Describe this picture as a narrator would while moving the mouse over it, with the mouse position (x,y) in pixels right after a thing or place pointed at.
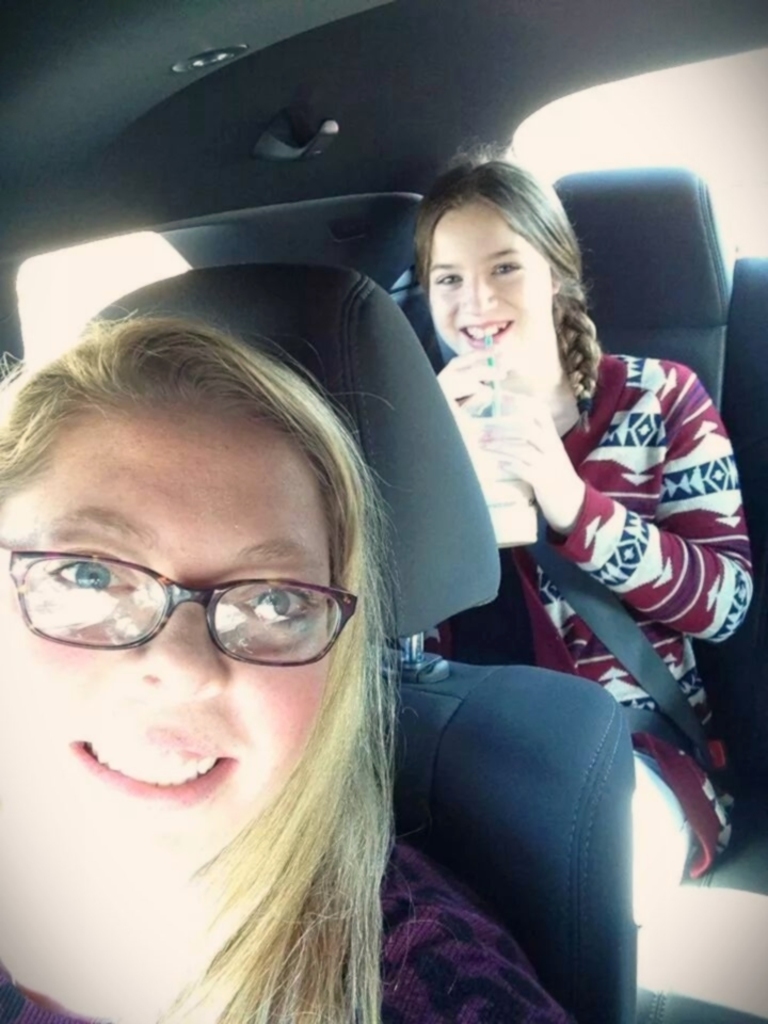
In this image we can see a two woman (45,1009) who are sitting inside a car (619,136) and they are smiling.
